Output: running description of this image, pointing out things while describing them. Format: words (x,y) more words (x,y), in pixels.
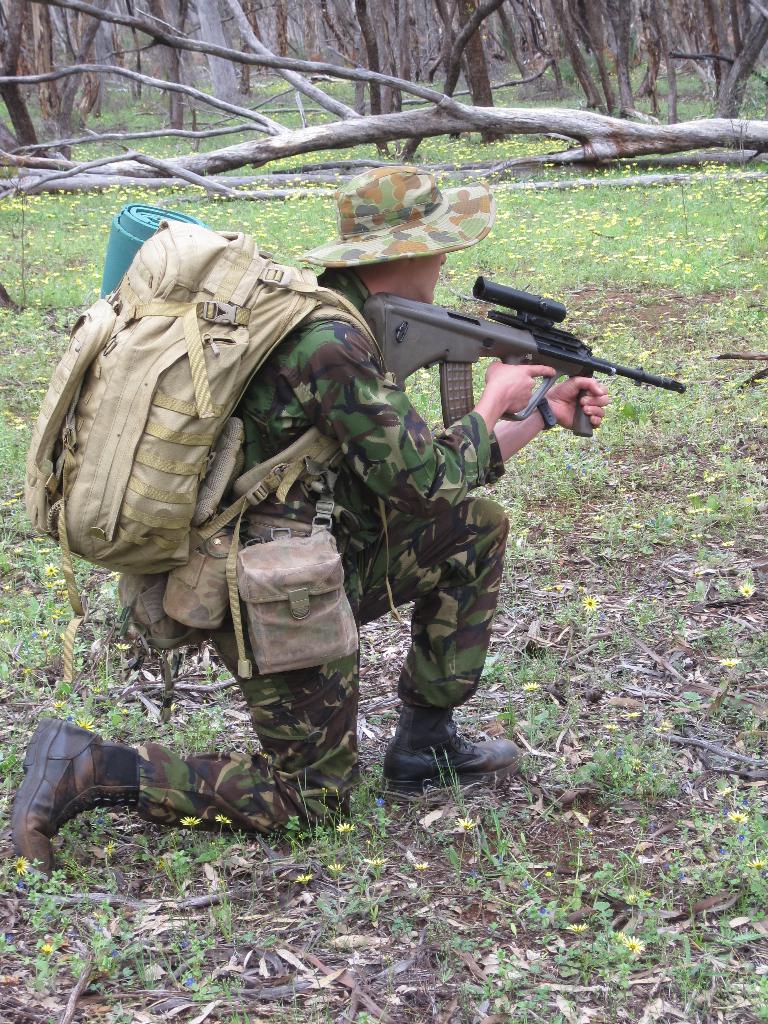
In this image, we can see a person (511,442) carrying a bag (160,340) and holding a gun (520,316). We can see the ground (593,851) covered with grass (555,1019) and plants (736,346). We can also see some trees (456,65).
